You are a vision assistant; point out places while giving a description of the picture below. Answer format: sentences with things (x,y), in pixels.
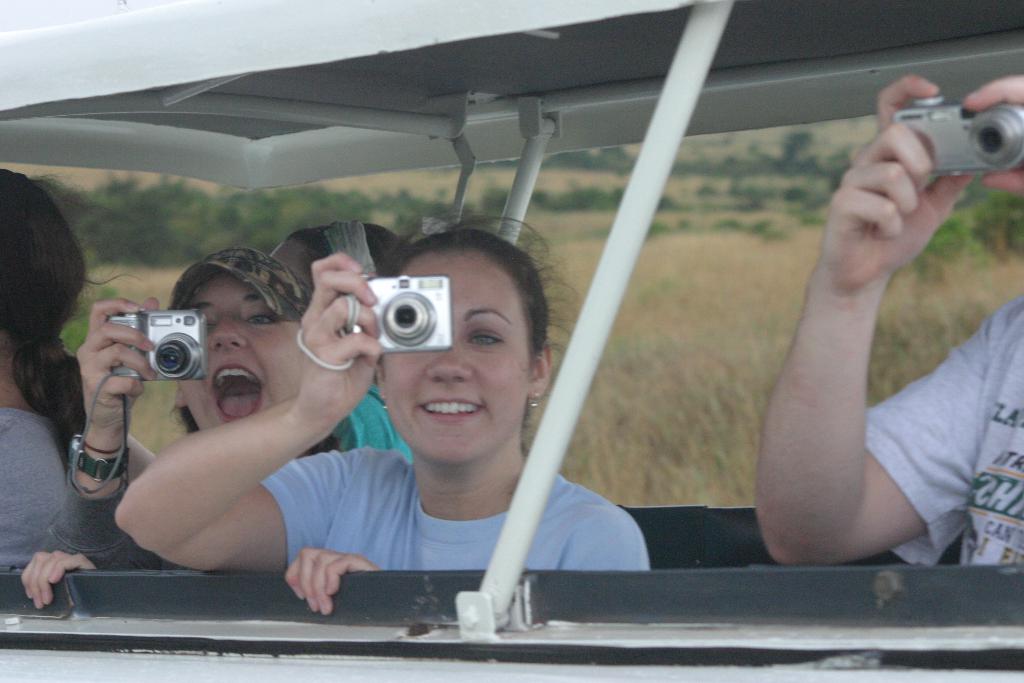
In this image there is a vehicle (726,539). Few persons (589,544) are in vehicle (720,553). Few persons (369,366) are holding cameras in their hand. Behind them there is grassland (713,254) having few trees (742,194).
